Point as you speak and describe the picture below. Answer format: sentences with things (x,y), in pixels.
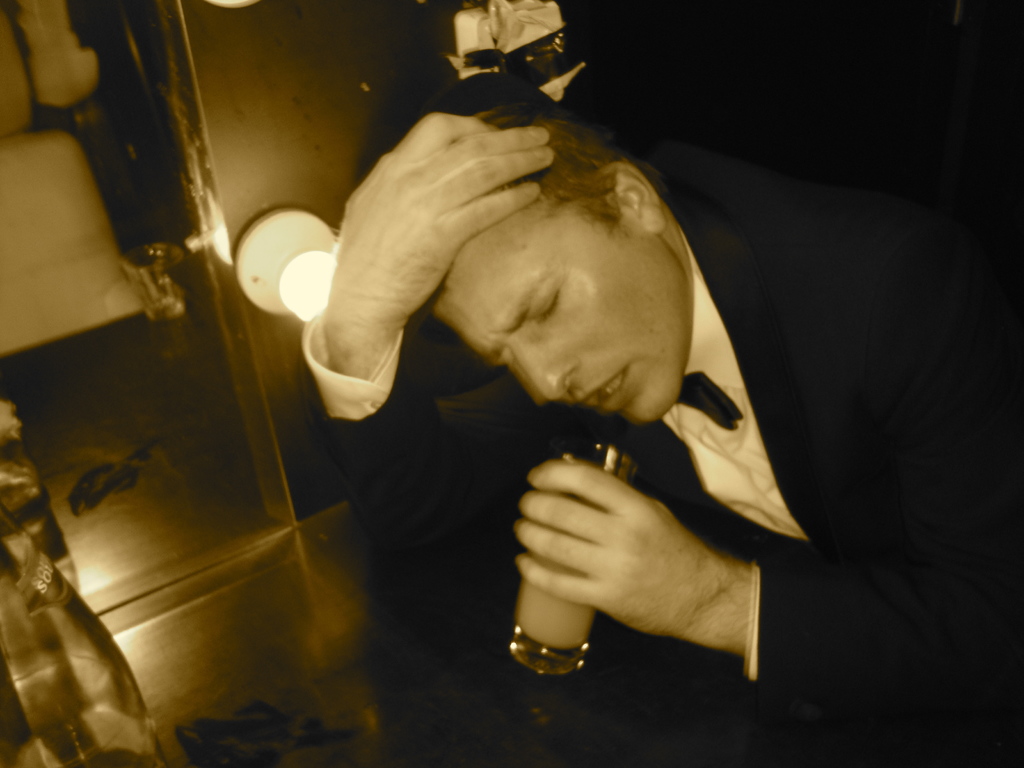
In this image I can see a person (410,226) holding a glass (548,598) and the person (830,425) is wearing black blazer (827,440), white shirt (749,502). Background (328,299) I can see a light (308,298).
